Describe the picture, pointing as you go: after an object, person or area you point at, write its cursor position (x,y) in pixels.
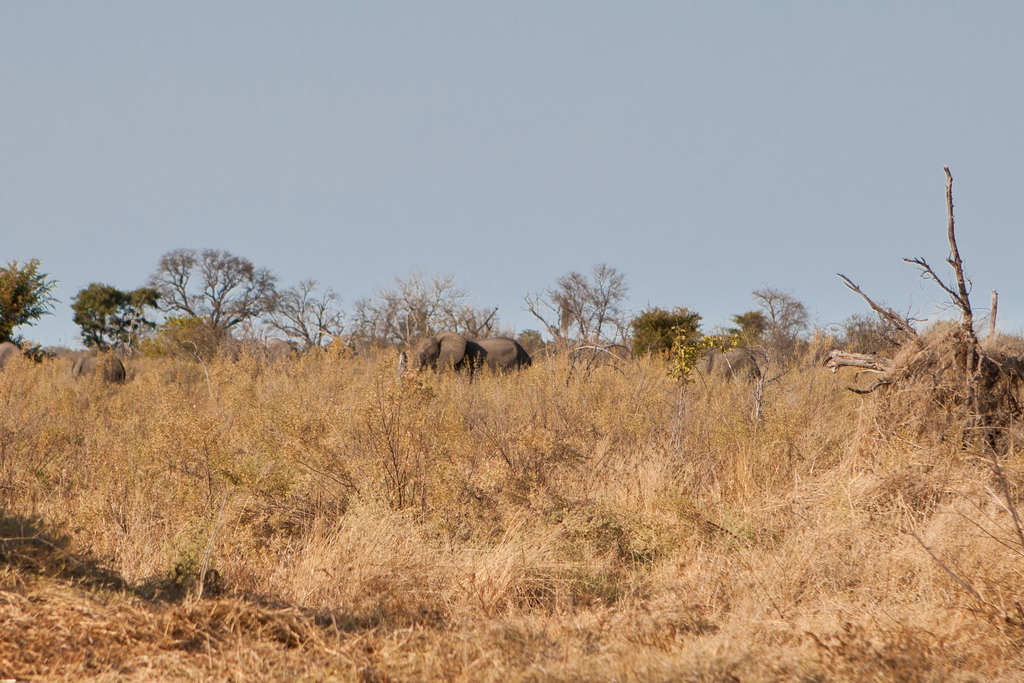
In this image, I can see the elephants (88,364), trees (690,367) and dried plants (529,502). In the background (606,152), there is the sky (695,143).
